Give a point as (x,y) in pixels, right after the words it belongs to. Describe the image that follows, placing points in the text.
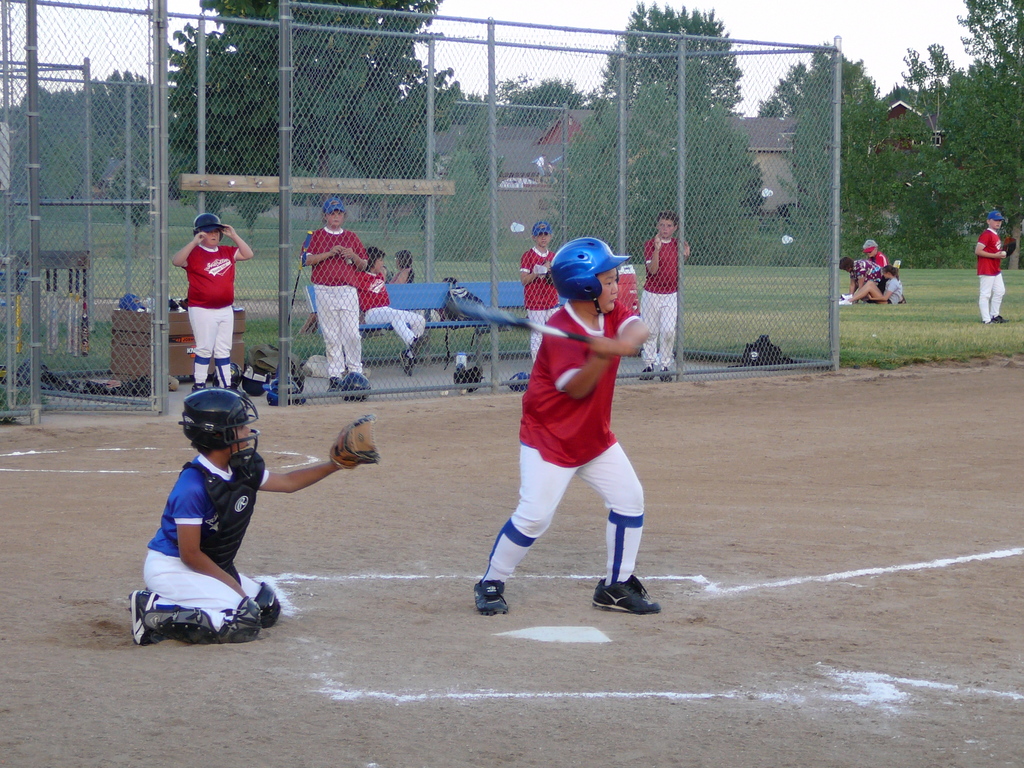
In this image, I can see a group of people (593,336) are playing a baseball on the ground (468,455). In the background (812,322), I can see grass (877,320), net (795,298), bench (458,322), trees (468,120), houses (504,175), metal objects (201,138) and the sky (537,5). This image taken, maybe during a day.
